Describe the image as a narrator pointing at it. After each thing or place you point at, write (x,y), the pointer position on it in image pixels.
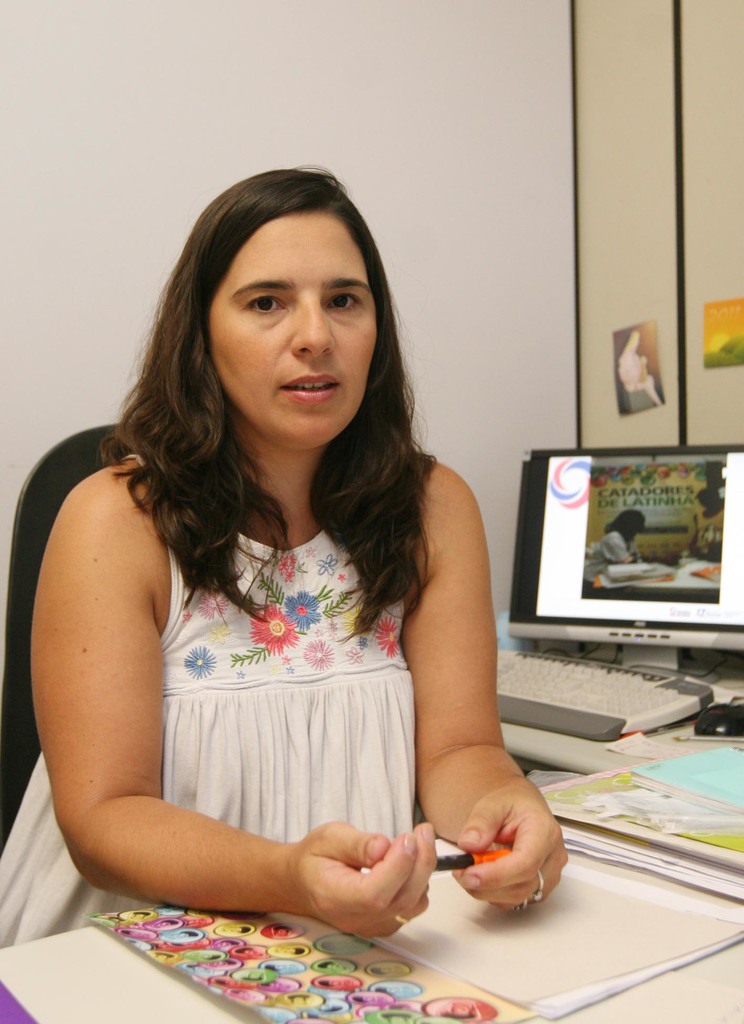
In this image we can see a woman (204,592) is sitting on a black chair (22,617) and wearing white color top (249,724). In front of her papers (573,923) are there on the table (701,997), left of her computer (595,613) is present. The walls (398,109) of the room (365,170) is in white color.
